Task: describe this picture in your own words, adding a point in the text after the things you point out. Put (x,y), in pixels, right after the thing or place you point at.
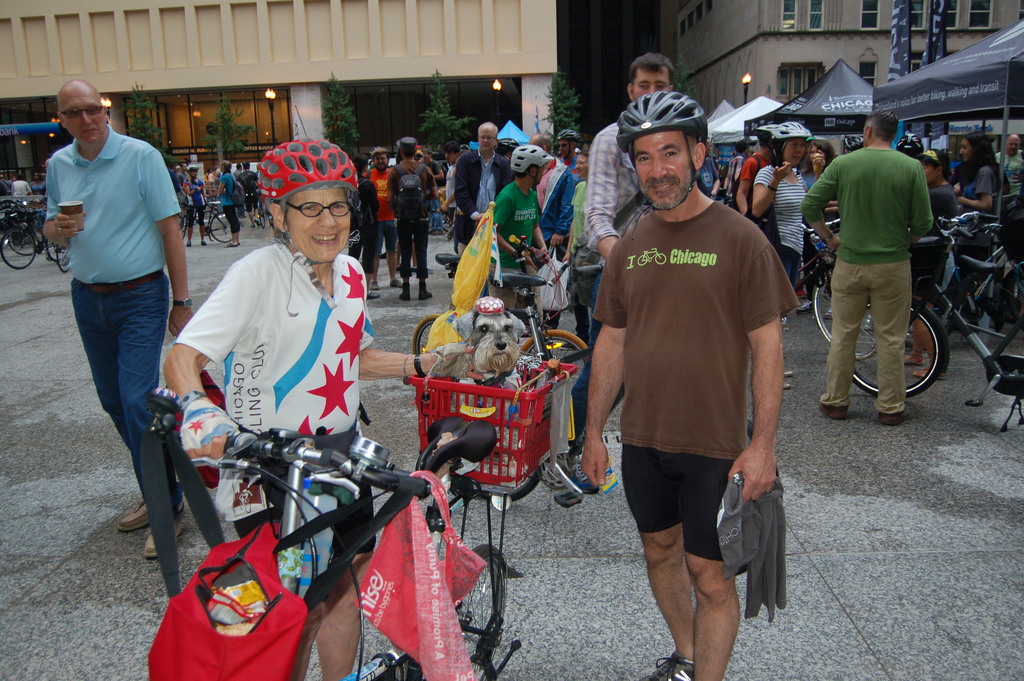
Here we can see group of persons (872,145). In front (276,366) we can see one lady (274,382) is holding bicycle (428,466) and a dog (516,327). And one man (688,267) he is smiling which we can see on his face (666,199). And coming to the background (452,147) they were many people (769,133) group of people (449,156) were doing their work. And they were some trees (447,135) And building (406,44) which is in cream color. On the left (110,255) man (99,240) is holding cup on the right (941,109) we can see some tents (875,88).
